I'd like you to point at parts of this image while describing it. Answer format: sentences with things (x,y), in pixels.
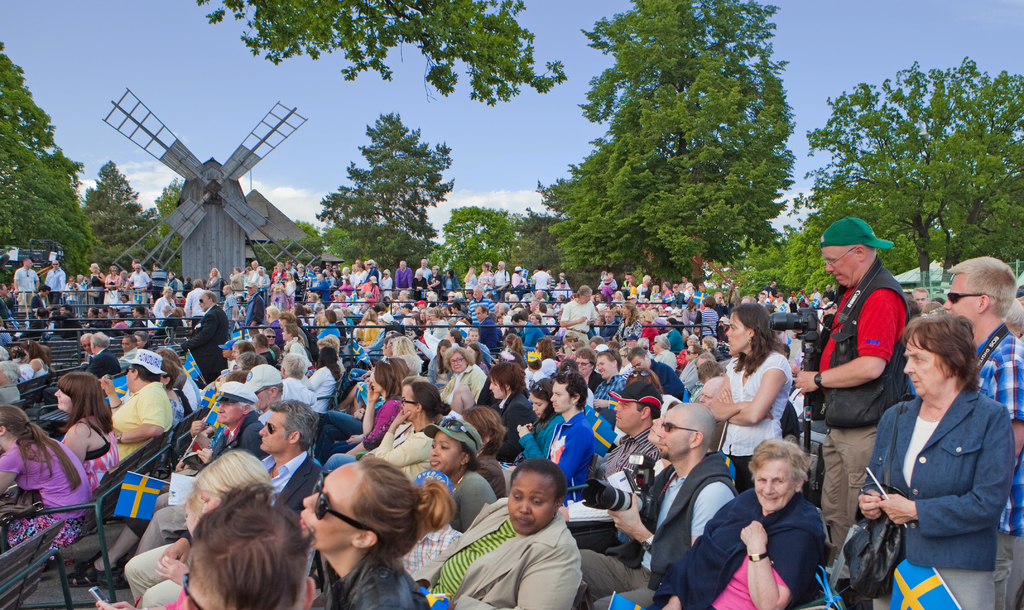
In the foreground of the picture (987,344) there are people (684,501), cameramen (993,330), railing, benches (172,448), flag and other objects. In the middle of the picture (408,204) there are trees (163,237), and the windmill (183,223). On the right (925,280) we can see a building (919,271). At the top (225,85) there is sky (833,33).
